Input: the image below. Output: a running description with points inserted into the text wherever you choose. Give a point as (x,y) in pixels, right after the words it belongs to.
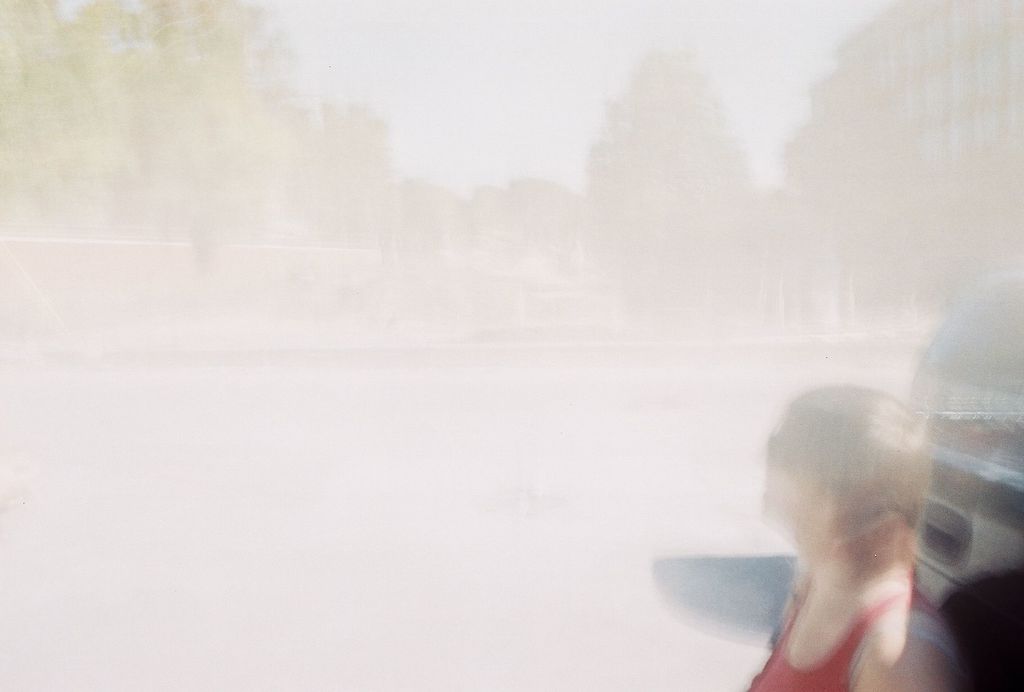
In this image we can see a person (797,462) and a vehicle (1023,617) which is truncated. There is a blur background (470,55). We can see trees (694,242), building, and sky (487,62).
